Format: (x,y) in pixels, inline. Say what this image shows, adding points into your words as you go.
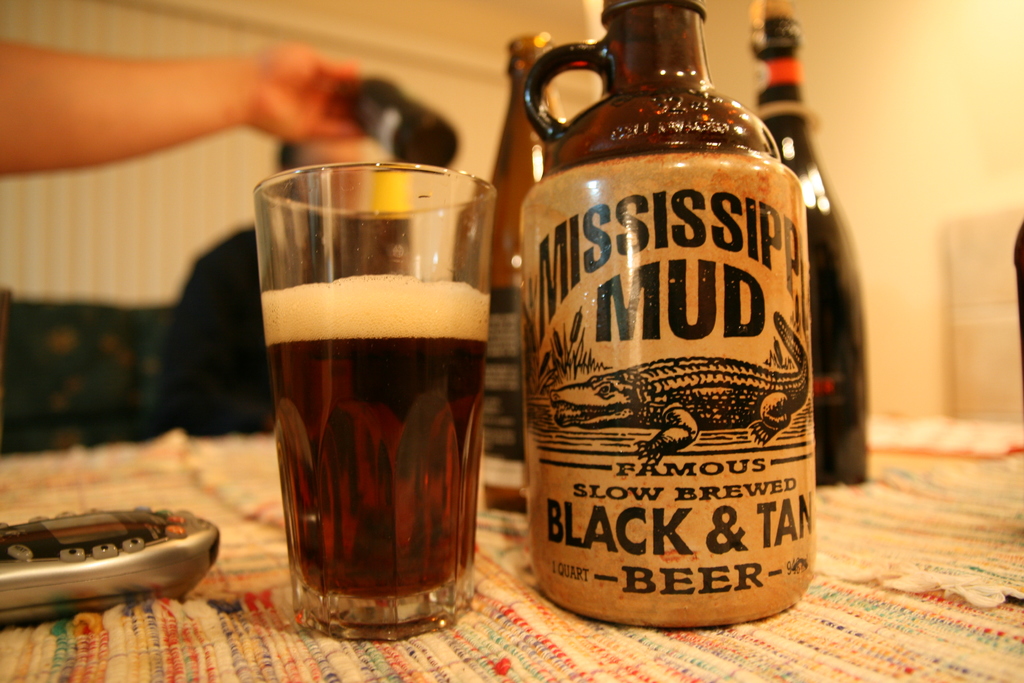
In this image there is a bottle (665,347) of beer (665,347), beside the bottle (629,322) there is a glass (376,313) with a drink (391,343) in it on the table (146,504), beside the glass (388,494) there is a remote (113,555), behind the glass (309,290) there is a person (247,299) seated on the chair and there is the hand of another person (256,120) holding a bottle (439,135) in front of him.
